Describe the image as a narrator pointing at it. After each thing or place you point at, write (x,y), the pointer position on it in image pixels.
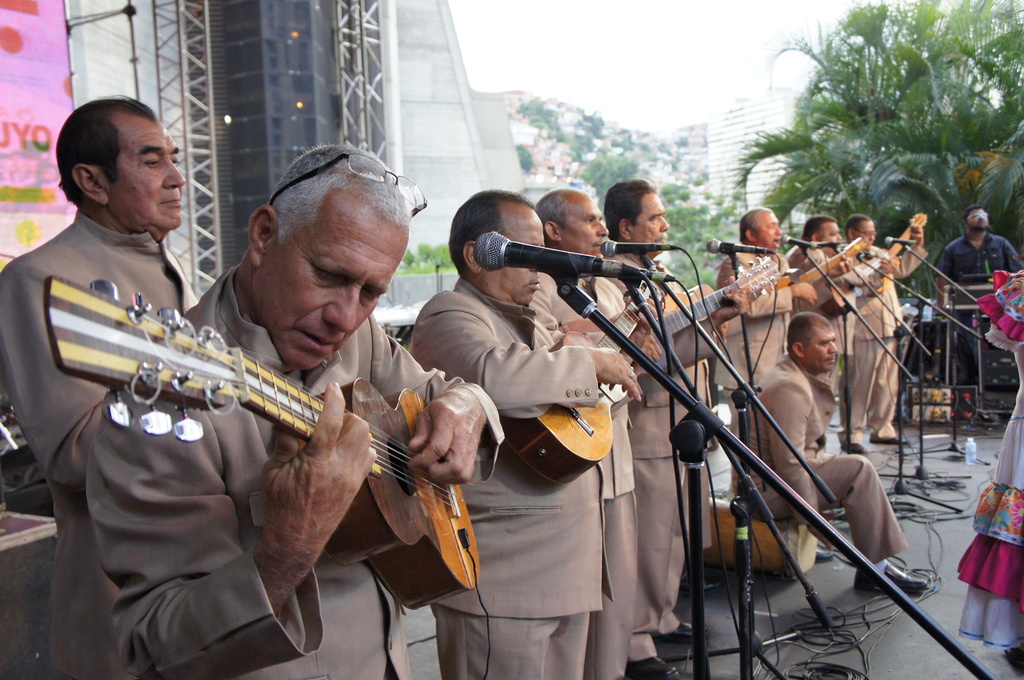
In this picture I can see number of men (313,224) in front (548,296) and I see that most of them are holding musical instruments (628,318) and I can see mics (725,243) in front of them and in the center of this picture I can see a man (825,372) who is sitting. On the right side of this picture (1000,315) I can see a person (984,301) who is wearing white and pink color dress (984,522). In the background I can see the trees (967,190) and I see few wires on the platform (770,618).
